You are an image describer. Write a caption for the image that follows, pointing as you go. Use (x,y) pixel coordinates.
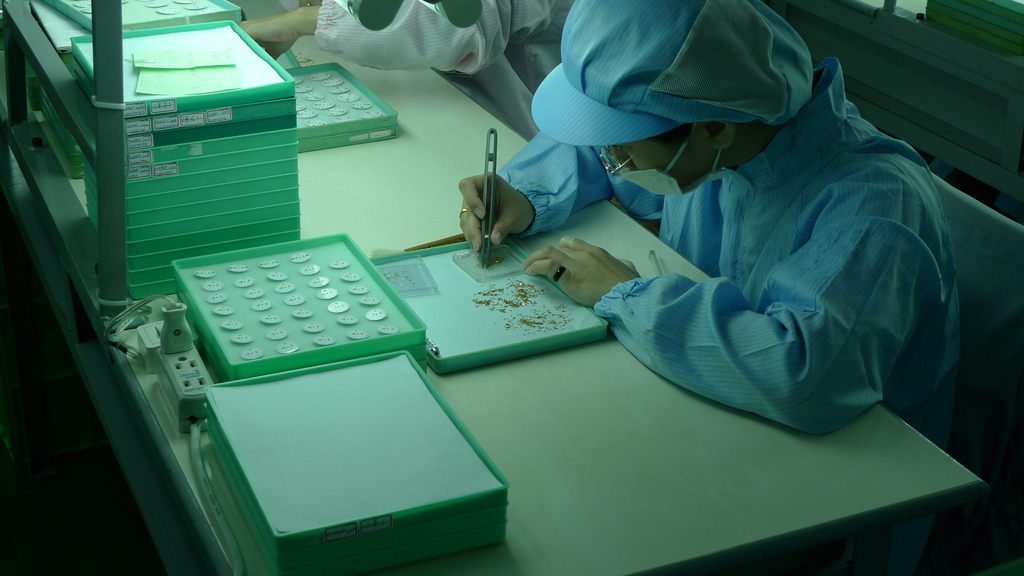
There is a person (766,183) wearing specs (620,164) and a blue cap (666,85) is sitting and holding something in the hand (498,195). In front of the person (566,152) there is a table (344,168). On that there are boxes (399,371). Also there is an extension board (174,369).
